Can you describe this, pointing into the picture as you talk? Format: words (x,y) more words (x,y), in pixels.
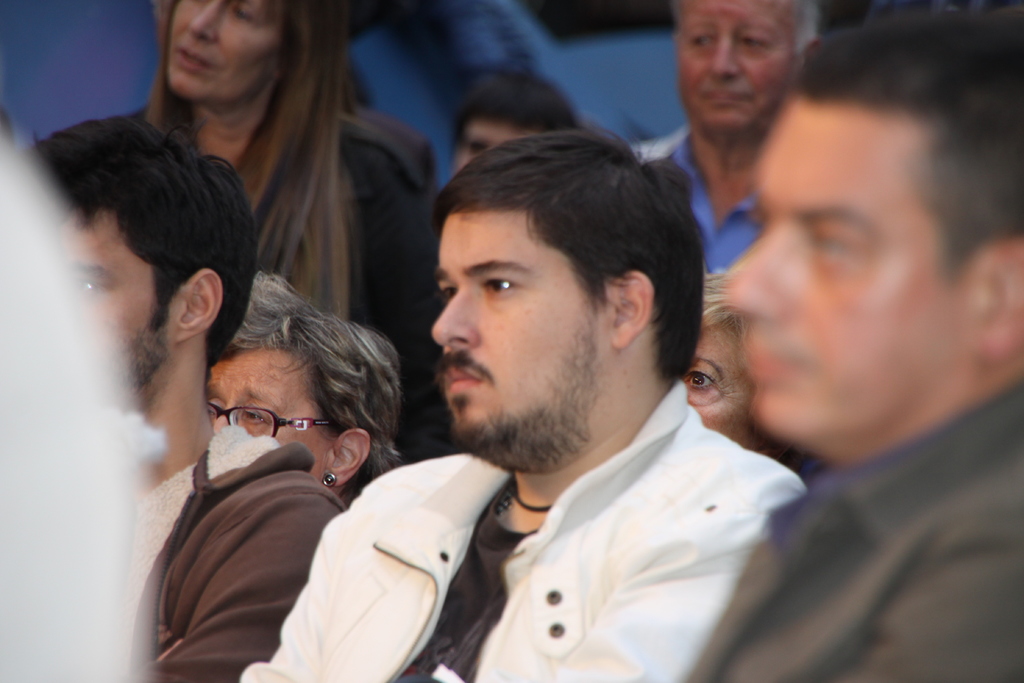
In this picture we can see a group of people (481,310). Behind the people (233,128), there is the blurred background (54,18).
